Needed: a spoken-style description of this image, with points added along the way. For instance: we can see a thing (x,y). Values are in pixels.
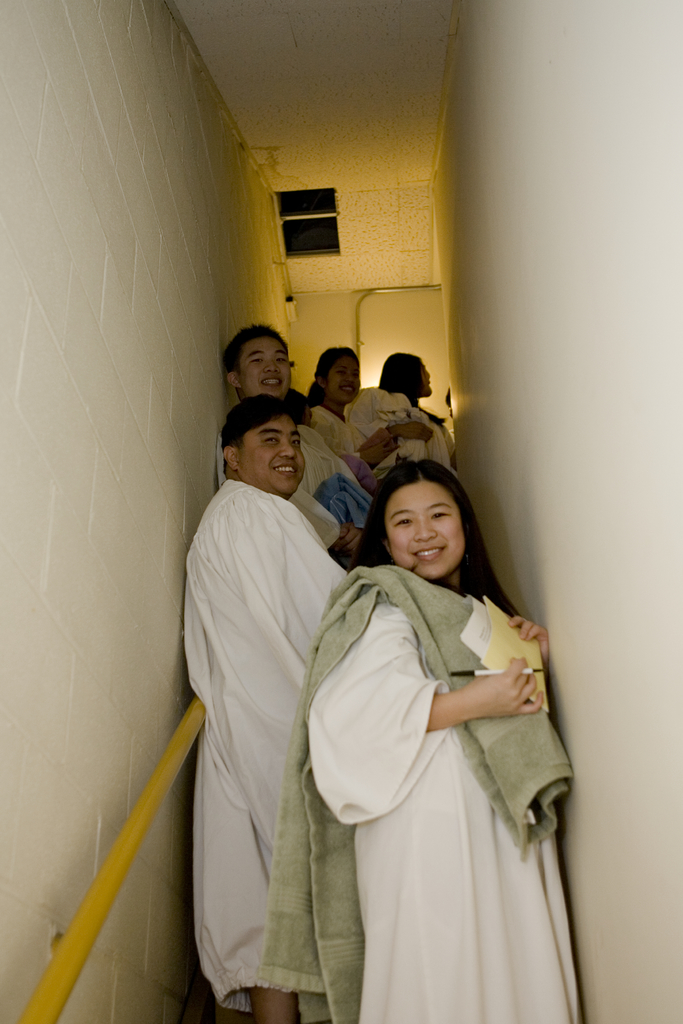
In this image few people (410,493) are standing on the staircase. A woman (327,788) is holding a pen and few papers (500,656) in her hand (520,685). She is wearing a cloth (495,725) on her shoulder (391,641). Left side (34,1023) there is a metal rod (97,926) attached to the wall (149,482).
